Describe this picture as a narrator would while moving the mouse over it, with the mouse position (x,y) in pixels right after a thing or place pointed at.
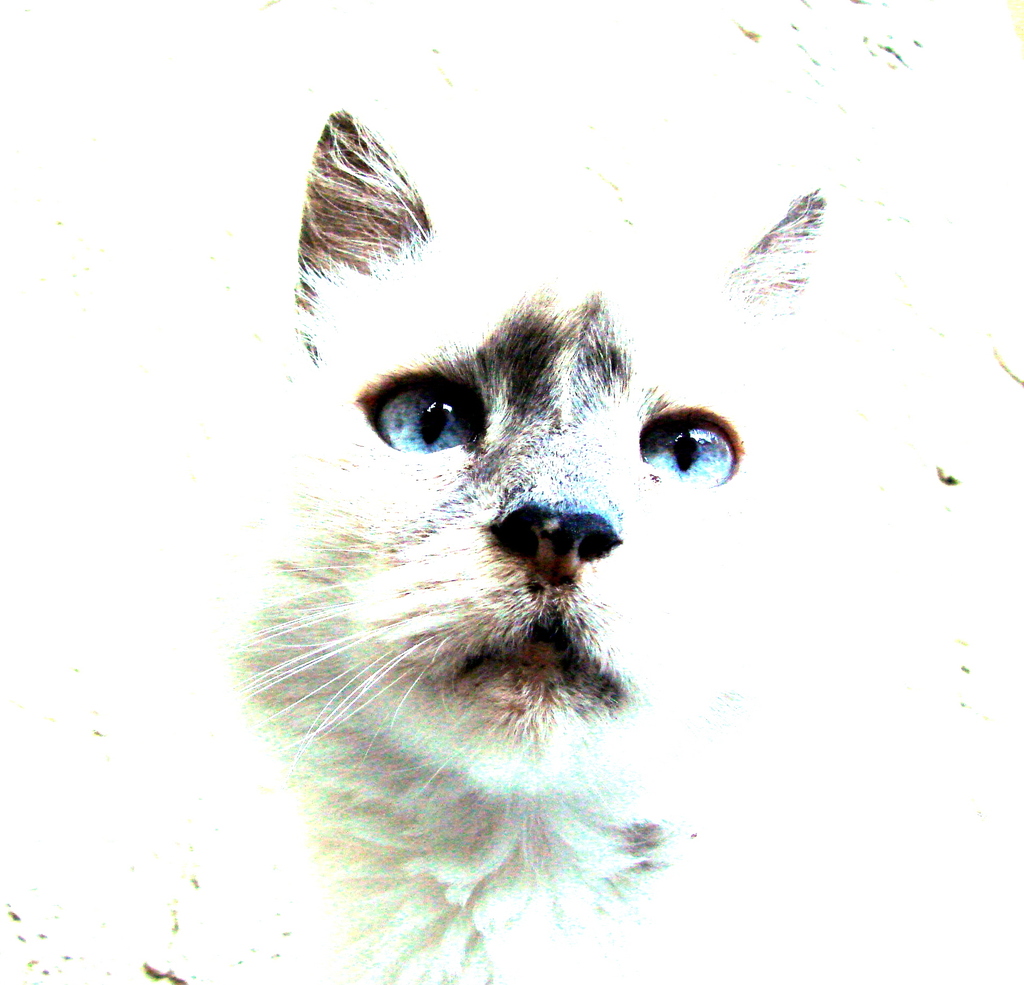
In this image we can see an animal (406,498). The background of the image (126,409) is bright.
